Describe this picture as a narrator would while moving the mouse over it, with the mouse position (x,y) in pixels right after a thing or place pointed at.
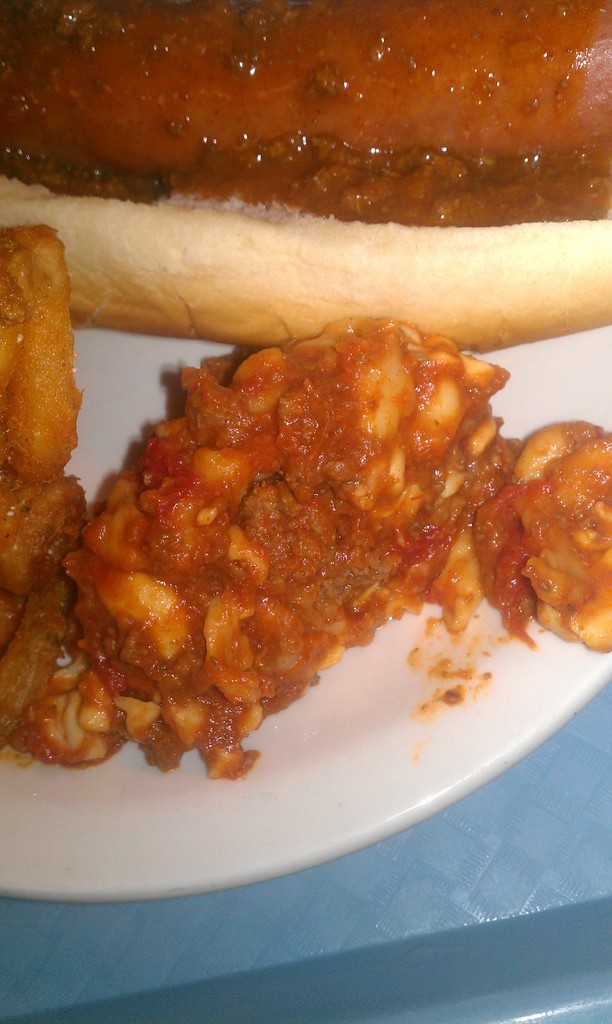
In this picture we can see a white plate (251,810) on an object (299,902) and on the plate (184,768) there is a bread (277,258) and some food items (480,29).
